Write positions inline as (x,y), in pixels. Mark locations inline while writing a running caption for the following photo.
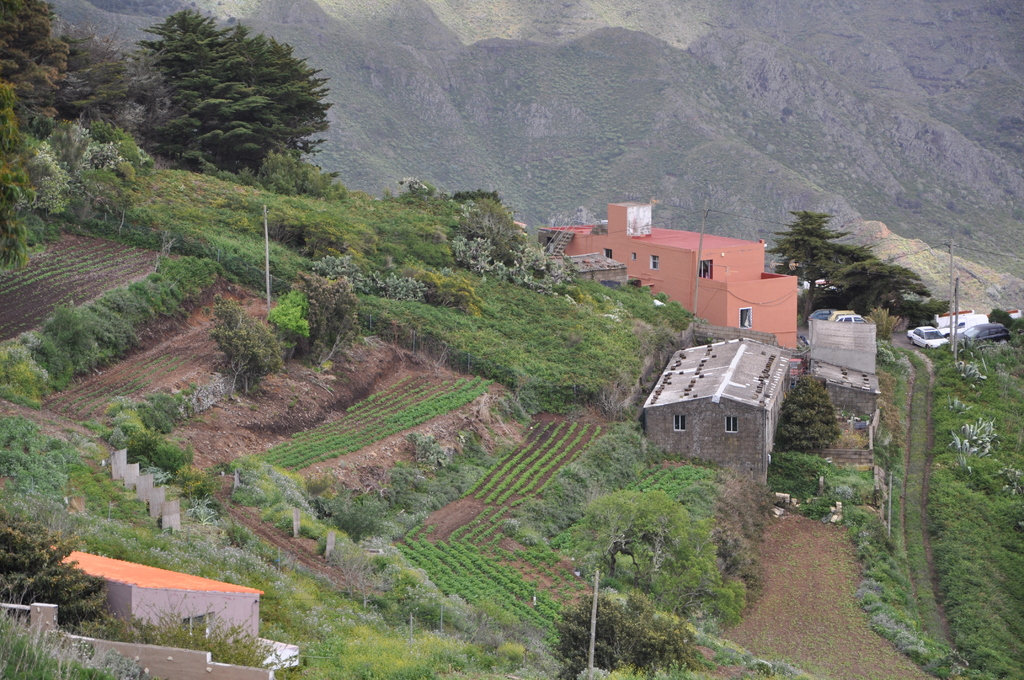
In the picture I can see the houses (747,407) and trees (133,88). I can see the vehicles (927,344) parked on the road (895,326) on the right side (913,332). In the background (761,160), I can see the hills (646,72).
